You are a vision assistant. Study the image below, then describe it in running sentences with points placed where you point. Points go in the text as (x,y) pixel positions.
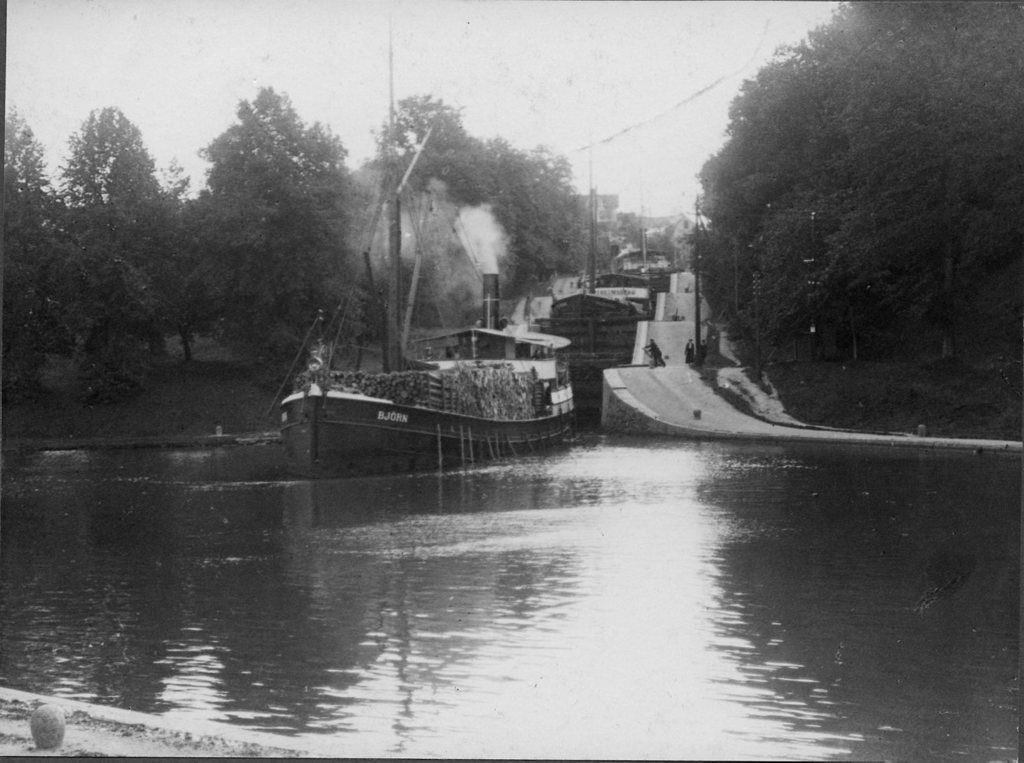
This looks like an old black and white image. I can see a boat (423,372) on the water (429,555). This is the road (667,347). I can see the trees (410,188). This is the sky (317,77).
